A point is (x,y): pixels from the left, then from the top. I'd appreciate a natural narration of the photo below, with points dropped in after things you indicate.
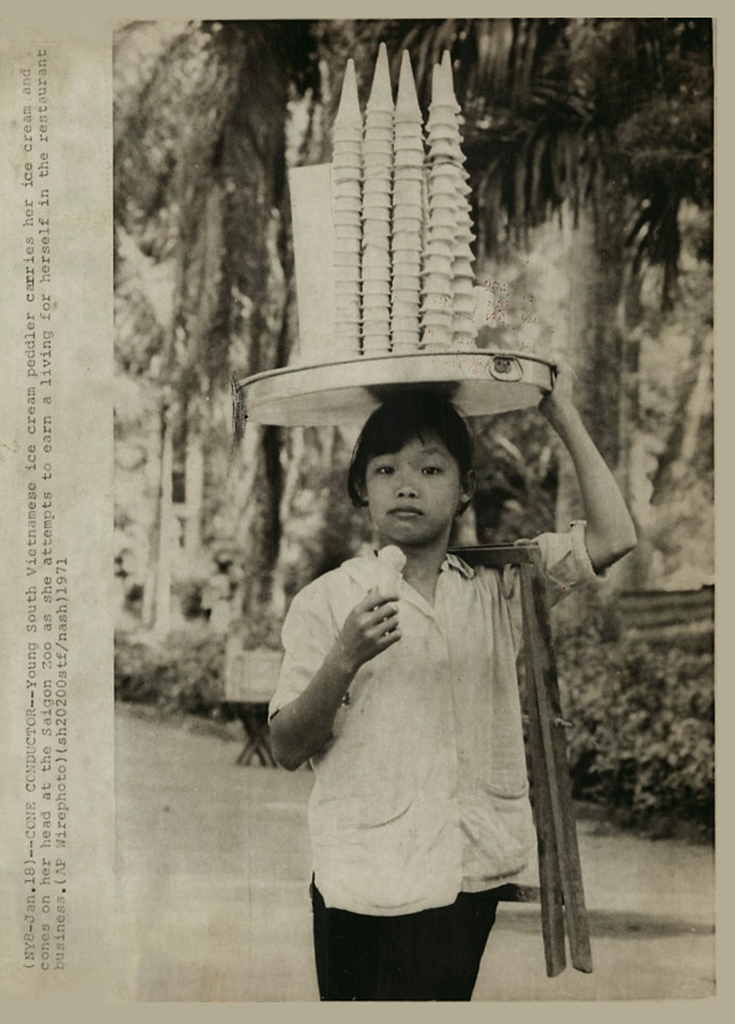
In this image we can see a paper (13,112), on the paper (360,515) there is a girl (373,500) carrying a plate (368,396) on her head (407,396), on the plate (414,358) there are ice cream cones (398,232), also we can see a stand (549,857) on her shoulder (473,573), behind to her, there are plants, and trees (176,260), and there are texts (65,685) on the paper (68,781).
